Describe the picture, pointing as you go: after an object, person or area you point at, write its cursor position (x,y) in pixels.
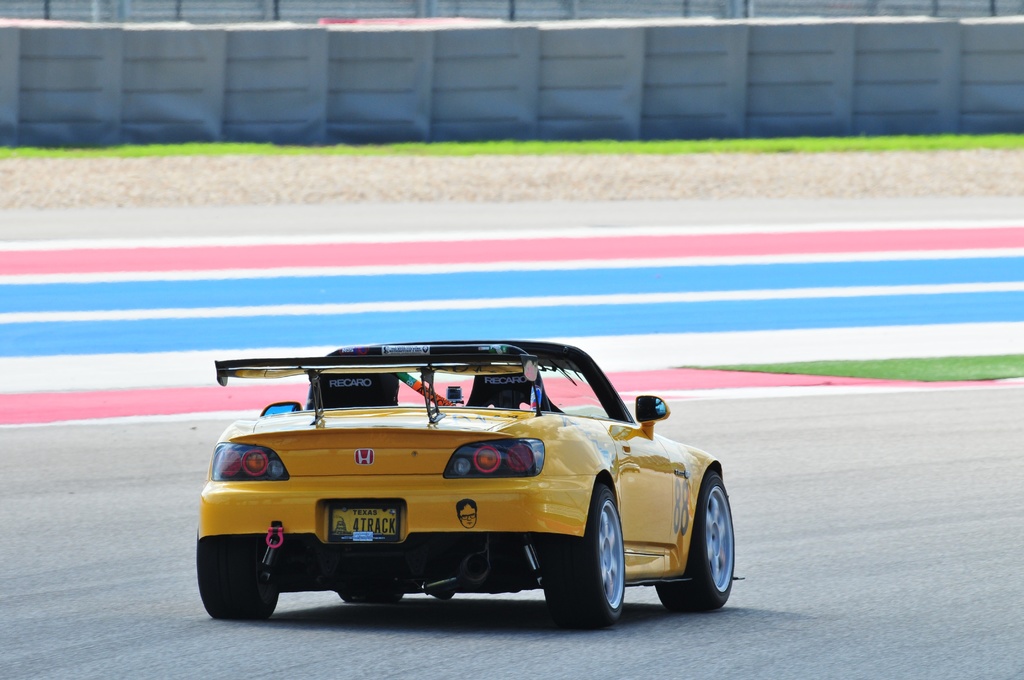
In this image I can see yellow and black color car (597,502) on the road (773,548). Back I can see a colorful floor (541,255) and ash fencing (511,89).
